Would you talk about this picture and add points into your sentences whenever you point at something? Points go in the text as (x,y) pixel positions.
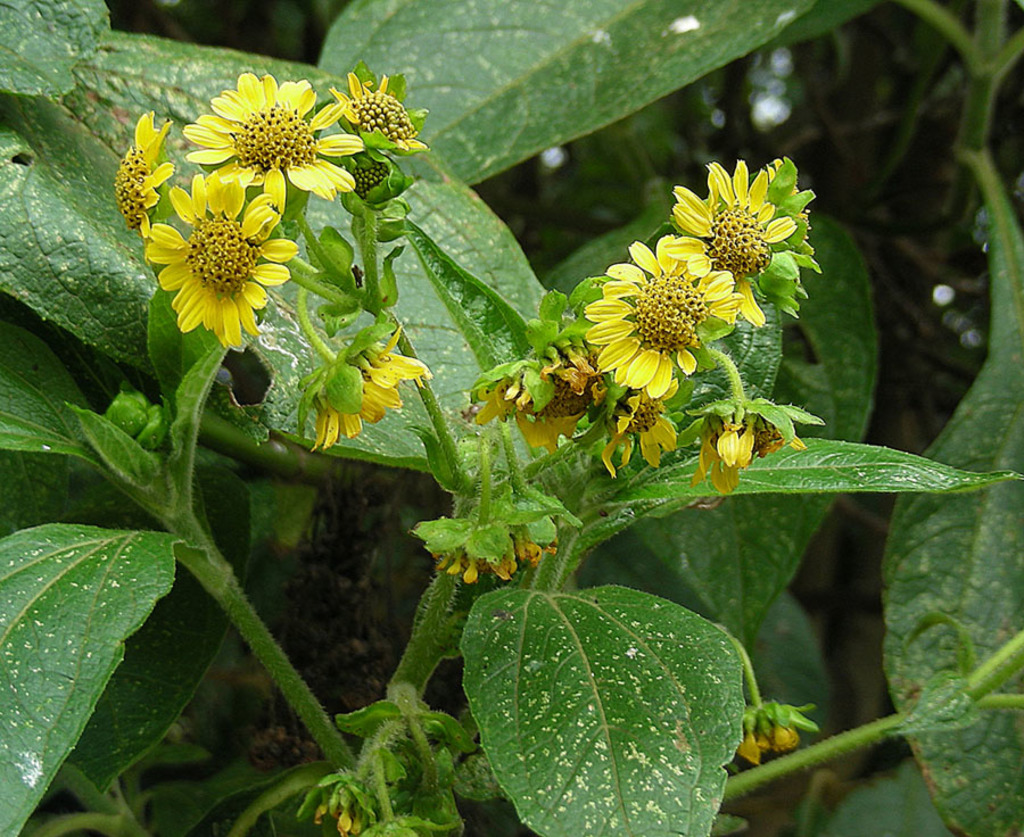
In this picture I can see a plant (934,4) with flowers (190,199), and there is blur background (800,796).
